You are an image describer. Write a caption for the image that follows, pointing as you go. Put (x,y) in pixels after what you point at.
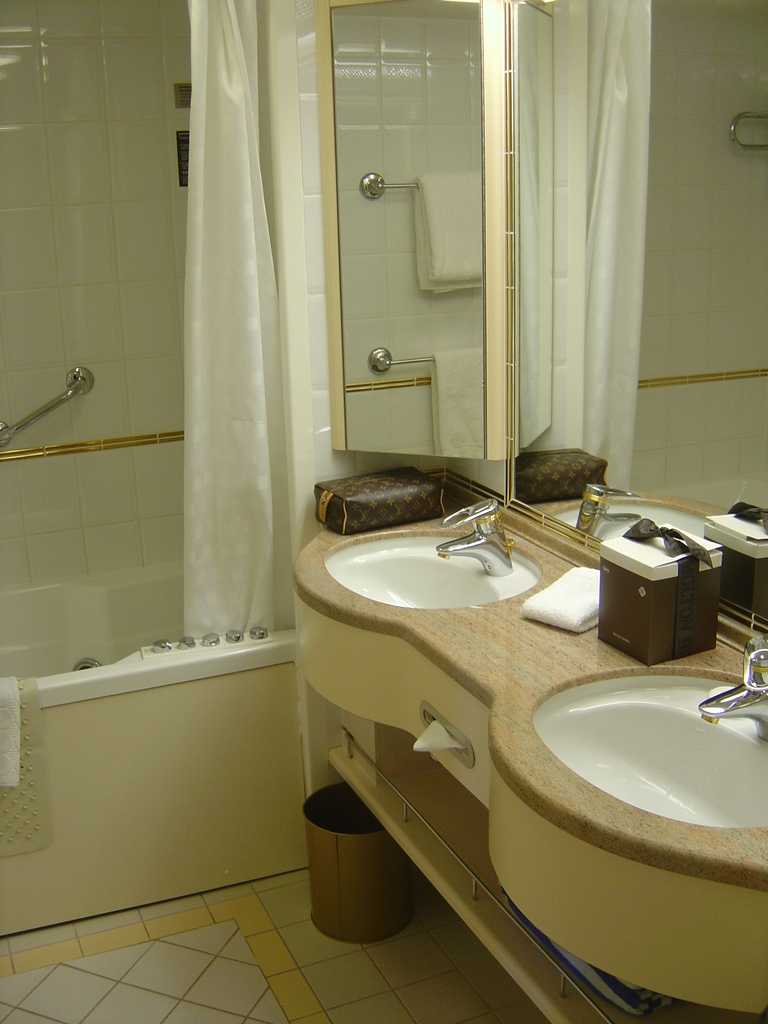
In this image we can see sinks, taps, tissue papers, objects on the sink (533,651), curtain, mirrors (465,327), bath tub (111,728), shower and dustbin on the floor (267,916).
